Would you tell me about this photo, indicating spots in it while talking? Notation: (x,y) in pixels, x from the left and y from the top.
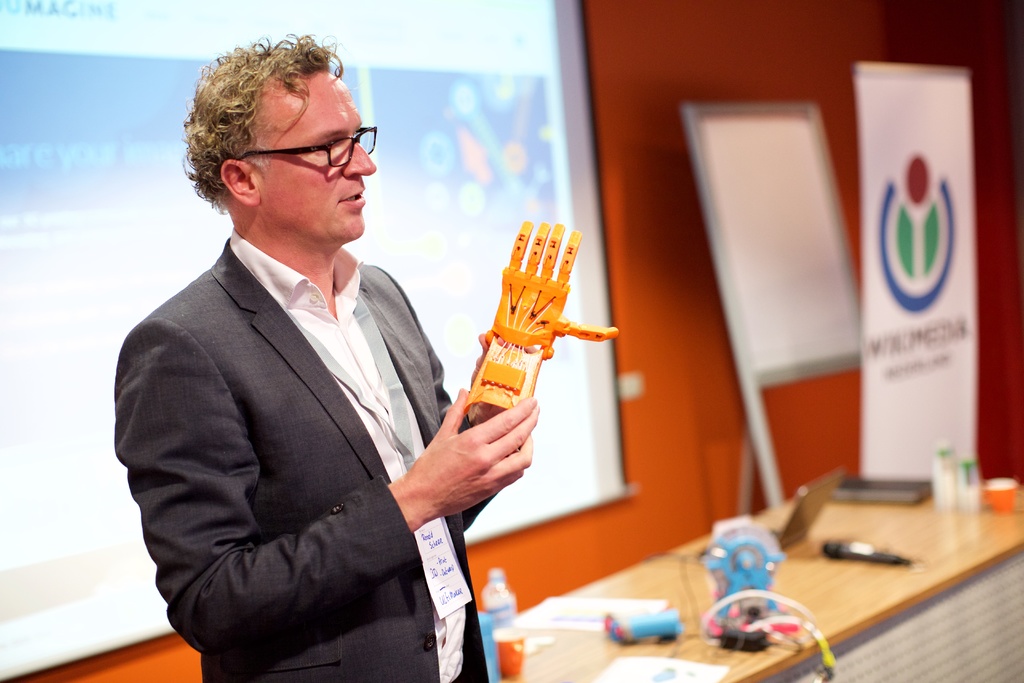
In this picture there is a man (277,273) holding an object (529,301) in his hand (458,451), beside him there is a brown table (652,564) and above it there are many objects (778,545) placed. In the background (405,58) there is a screen projector (399,69) on which few items (466,145) are displayed, to the right side of the image (778,253) there is white board (787,266) and a poster (942,276) standing.
